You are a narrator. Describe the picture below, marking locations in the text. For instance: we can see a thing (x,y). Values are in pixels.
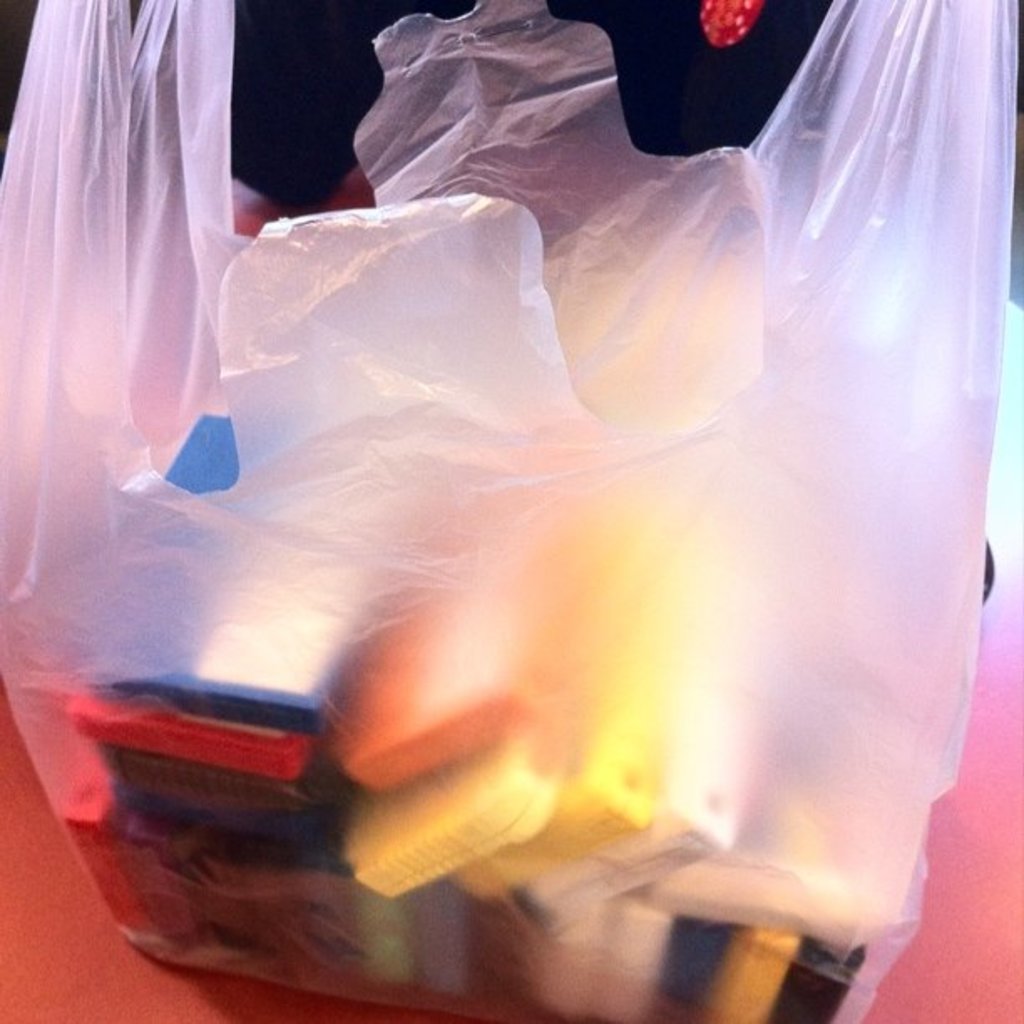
In this image I can see many colorful objects (394,785) in the plastic cover (484,593). The cover (515,903) is on the red color surface (981,896). And there is a black background (303,87).
